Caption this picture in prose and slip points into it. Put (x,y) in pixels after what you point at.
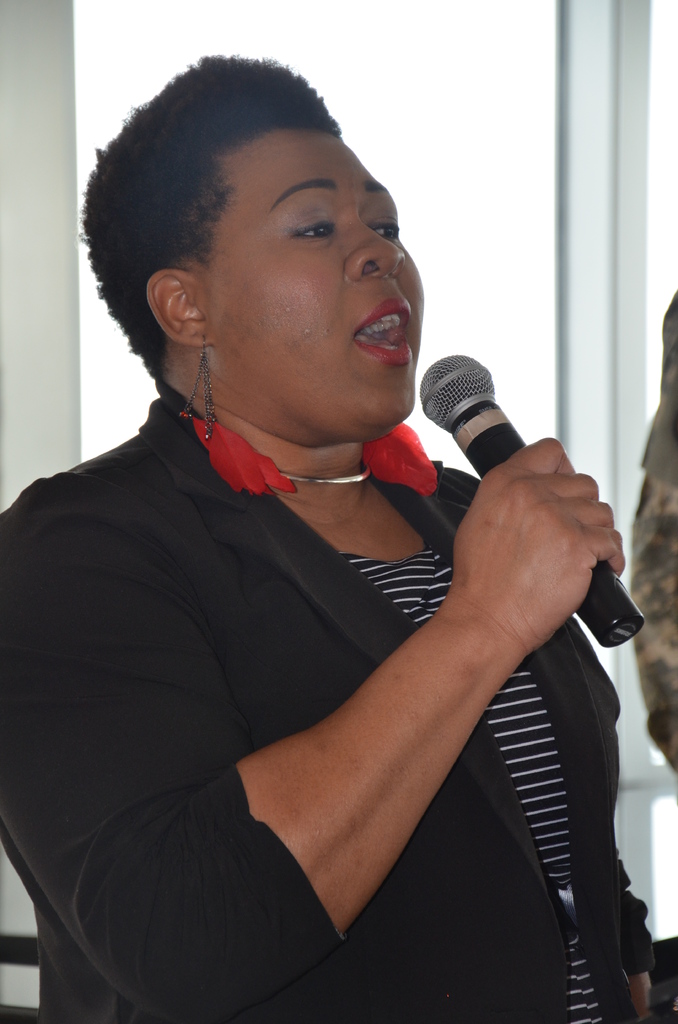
In this picture we can see a woman (345,522) holding a microphone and speaking something as we can see her mouth (402,344), in the background (503,218) we can see one glass (461,143).
